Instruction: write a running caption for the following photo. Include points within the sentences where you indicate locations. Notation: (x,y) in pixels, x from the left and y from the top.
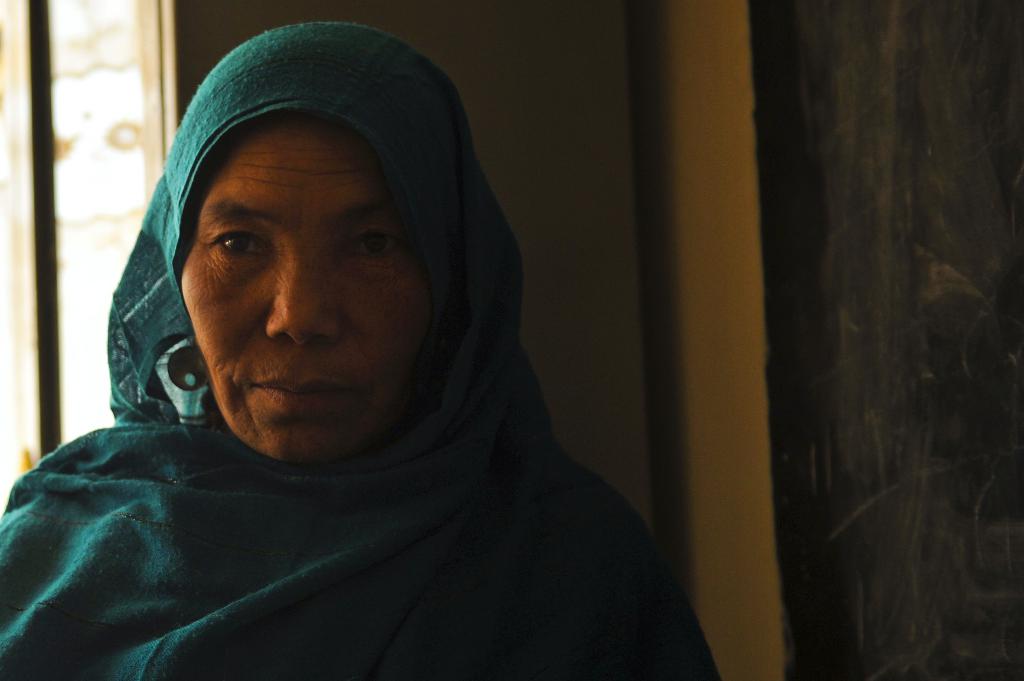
In the image there is an old woman (345,487) with a sea green color cloth (232,102) over her head (252,179) standing beside a wall (546,348) and behind her it seems to be a window (129,77) on the wall (445,51).
